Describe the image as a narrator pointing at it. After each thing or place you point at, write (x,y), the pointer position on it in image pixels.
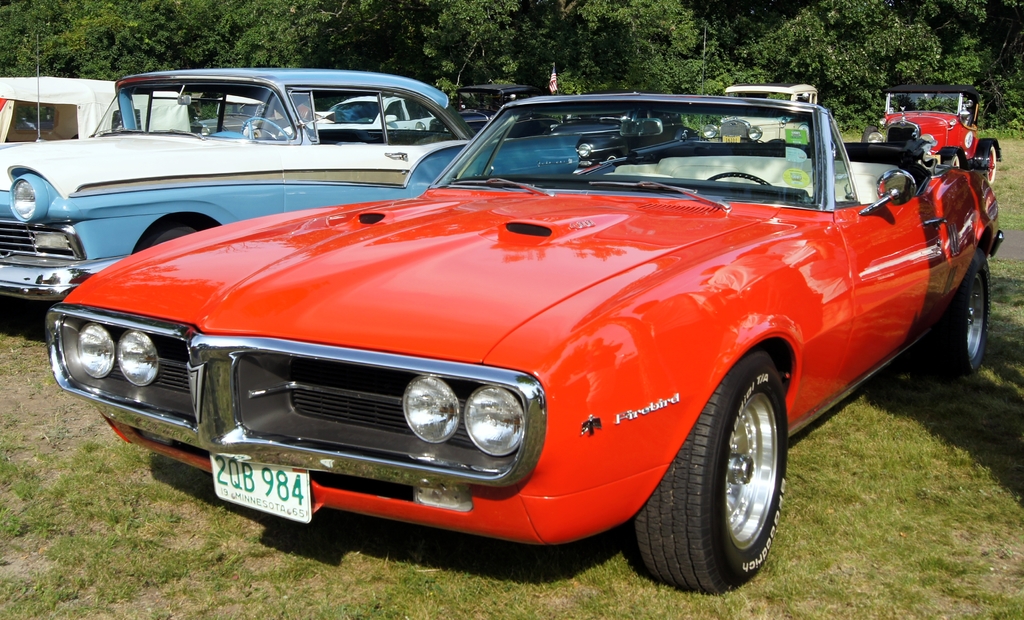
In this image I can see many vehicles (712,332) on the grass (810,564). In the background (869,36) I can see many trees (696,66).
